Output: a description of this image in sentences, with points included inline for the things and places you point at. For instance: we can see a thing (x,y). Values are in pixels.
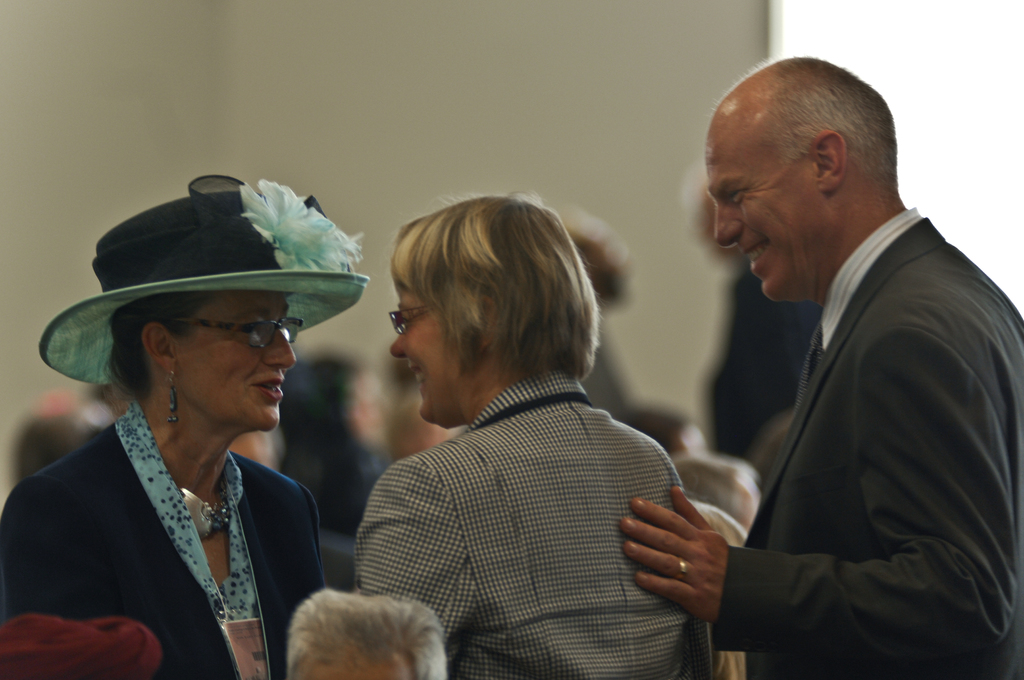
In this picture there are three people (481,293) smiling. In the background of the image (707,260) it is blurry and we can see people (302,397). In the bottom left side of the image (335,635) we can see people heads (349,641).
